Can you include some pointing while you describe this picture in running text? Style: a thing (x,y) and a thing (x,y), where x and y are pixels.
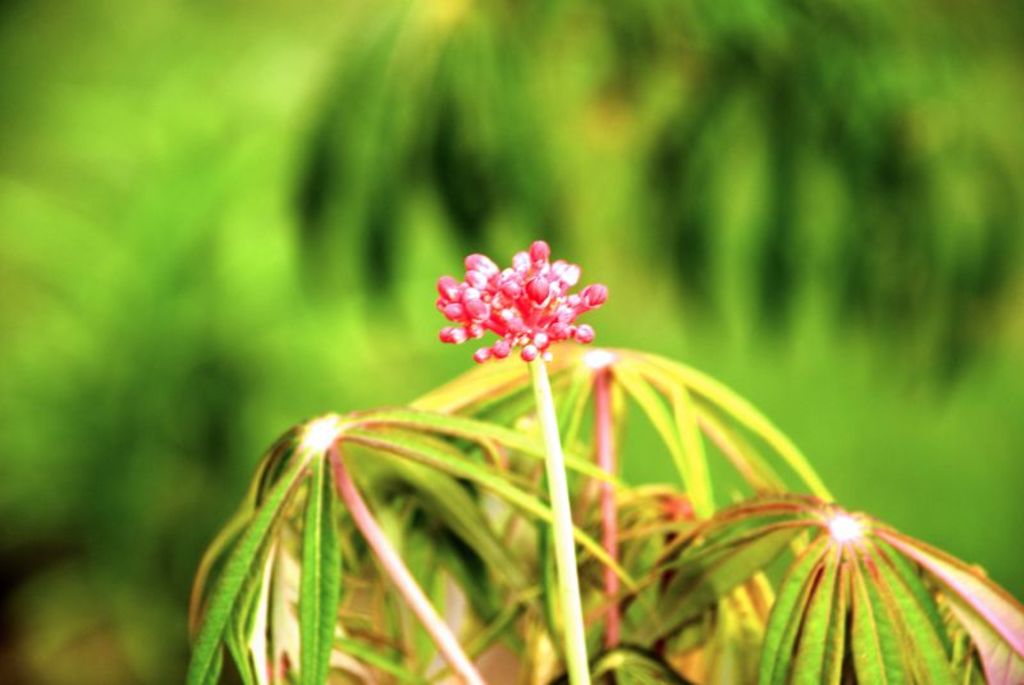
In this picture we can see a flower (528,332), leaves (422,448) and blurry background (887,309).
